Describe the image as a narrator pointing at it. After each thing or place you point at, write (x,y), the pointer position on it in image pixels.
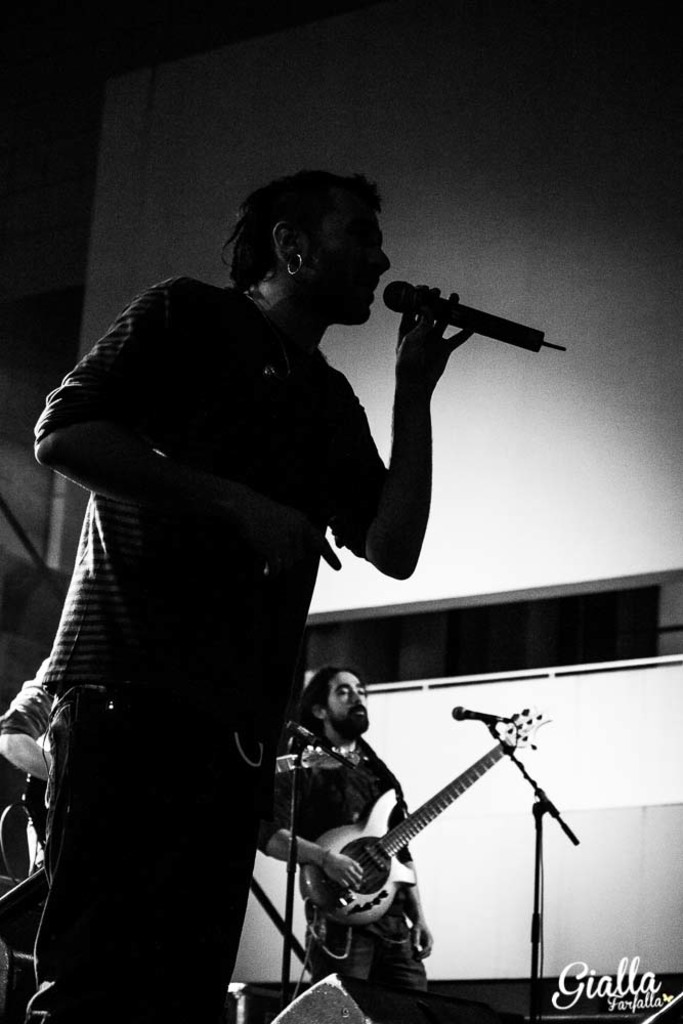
here we can see that a person (268,216) is standing and holding a microphone (393,287) in his hand (437,371) and he is singing, and at back (368,766) a person (368,778) is standing and playing a guitar (381,822), and here is the wall (610,528).
